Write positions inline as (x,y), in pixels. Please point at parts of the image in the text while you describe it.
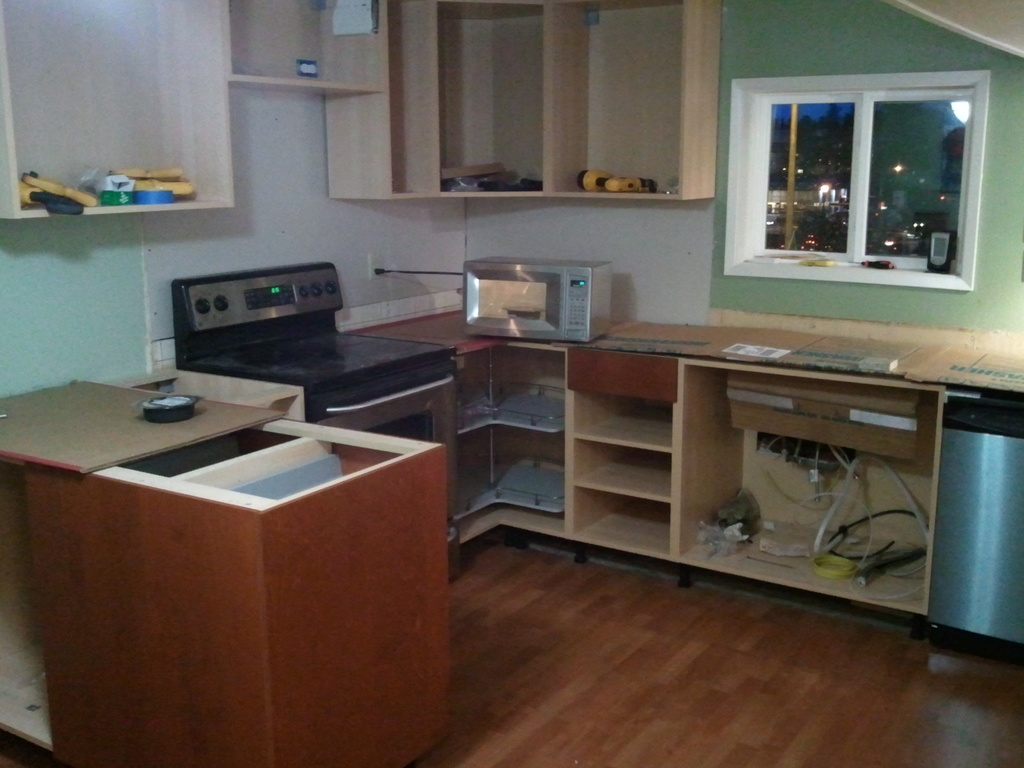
In the image we can see there is an area (716,314) of a room (502,444) where there is an electric stove (415,410) and an oven (473,317) on the counter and there is a window (896,204) in between.
